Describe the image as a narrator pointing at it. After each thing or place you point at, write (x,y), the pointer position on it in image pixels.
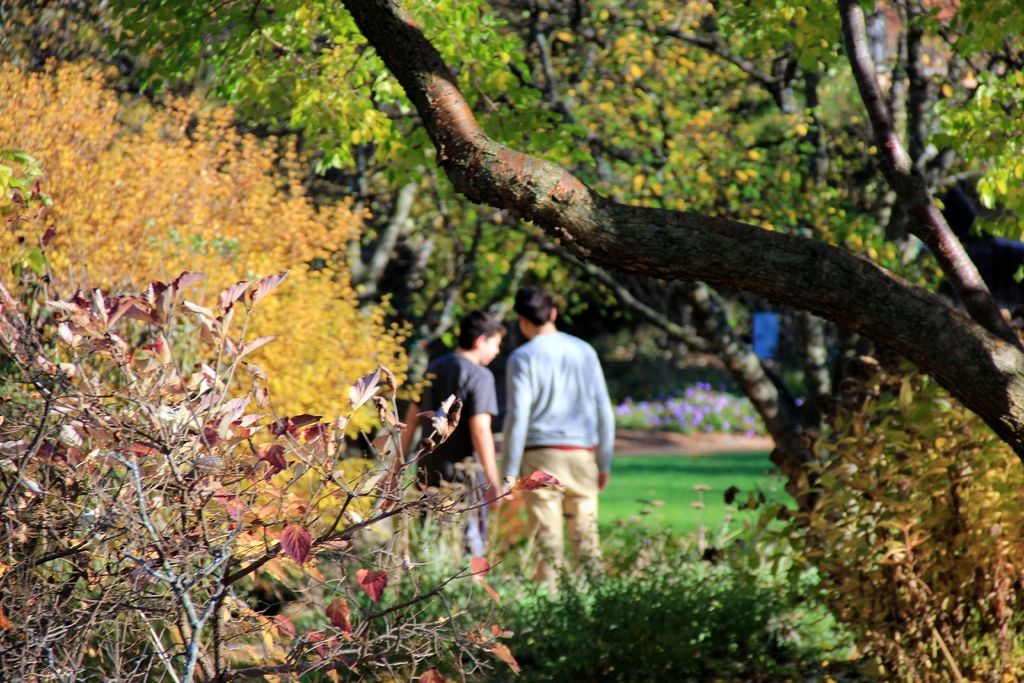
In the picture we can see some plants (323,508) and behind it, we can see two boys (564,439) are standing holding each other hand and beside them, we can see some trees (771,428) and in the background (649,157) also we can see trees (582,262).
